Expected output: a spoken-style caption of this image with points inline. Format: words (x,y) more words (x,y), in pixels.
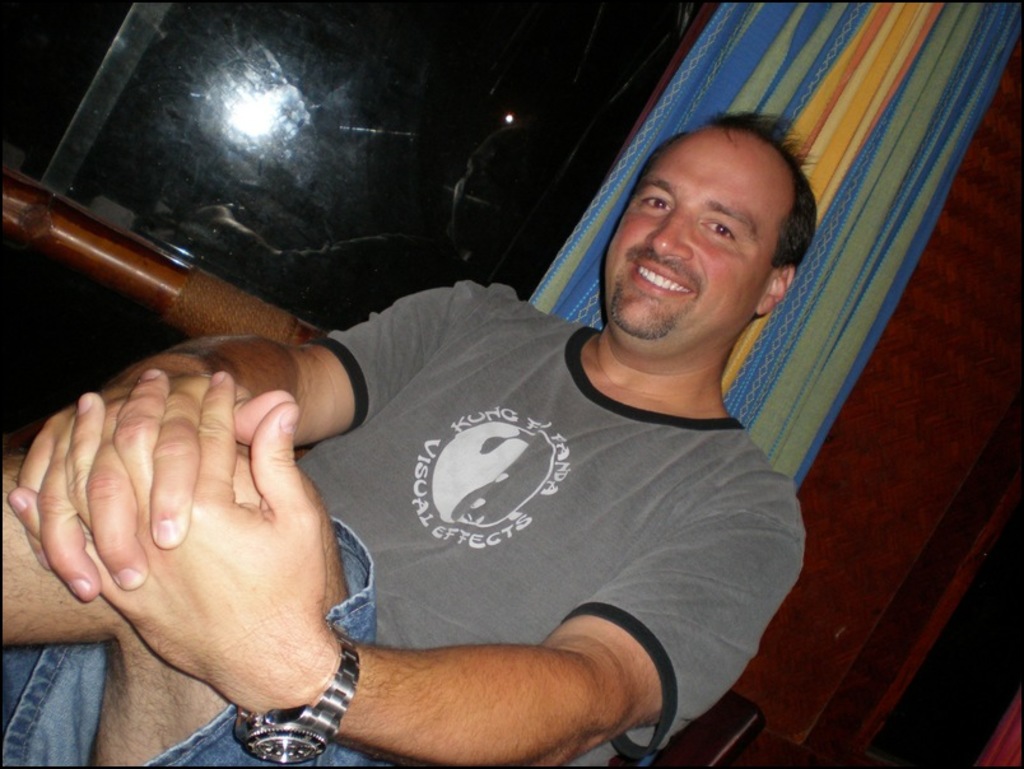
This image is taken indoors. In the background (280,160) there is a wall (889,385) and there is a window (306,174). There is a curtain (838,197). In the middle of the image (573,353) a man (385,599) is sitting on the chair (716,742) and he is with a smiling face (629,268).
